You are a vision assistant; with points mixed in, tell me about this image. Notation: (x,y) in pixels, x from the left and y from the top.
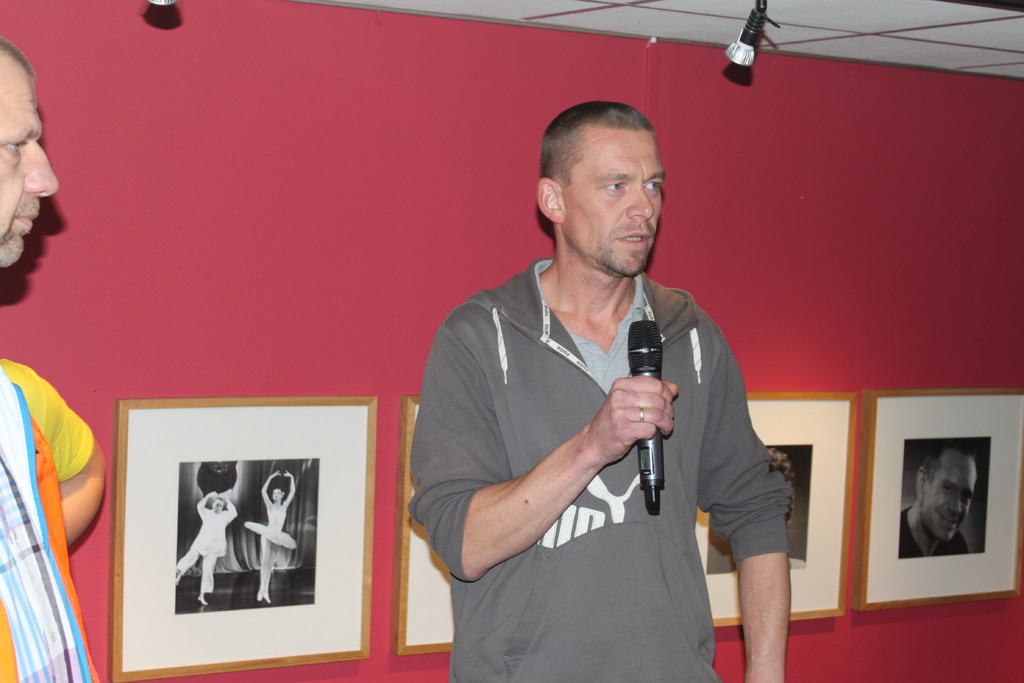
In this image I can see few people (39,173) and one person (592,416) is holding a mic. Back I can see few frames (317,510) attached to the pink color wall (247,192). At the top (755,41) I can see few lights (757,33) and ceiling (884,33).
